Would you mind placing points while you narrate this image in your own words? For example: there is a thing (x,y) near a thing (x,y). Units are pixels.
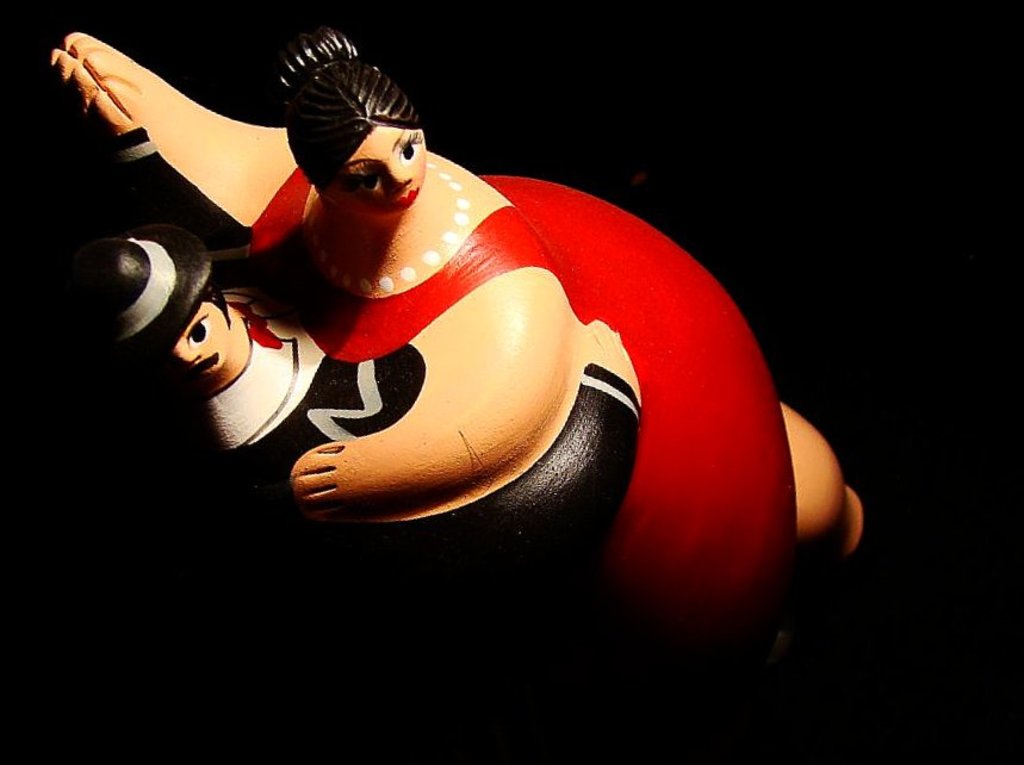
There is a toy (437,245) in the middle of this image (423,487), and it is dark in the background (201,548).
